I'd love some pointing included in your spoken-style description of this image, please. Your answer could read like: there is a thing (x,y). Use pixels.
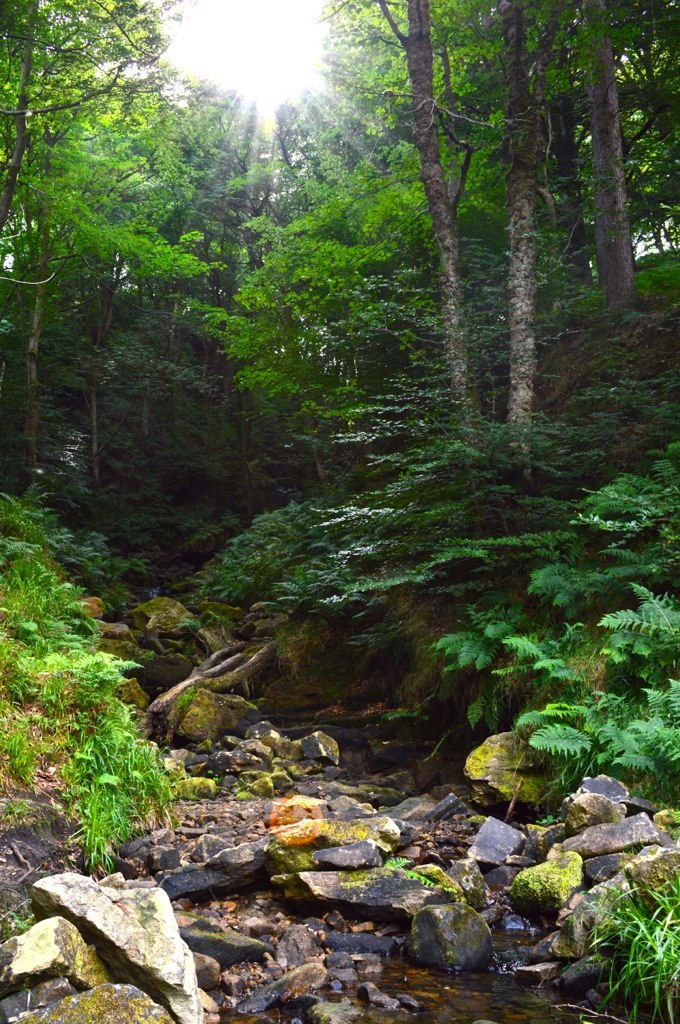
In this image I can see few trees (430,190), stones (233,767), grass (149,811) and water (450,981). The sky (258,21) is in white color.
